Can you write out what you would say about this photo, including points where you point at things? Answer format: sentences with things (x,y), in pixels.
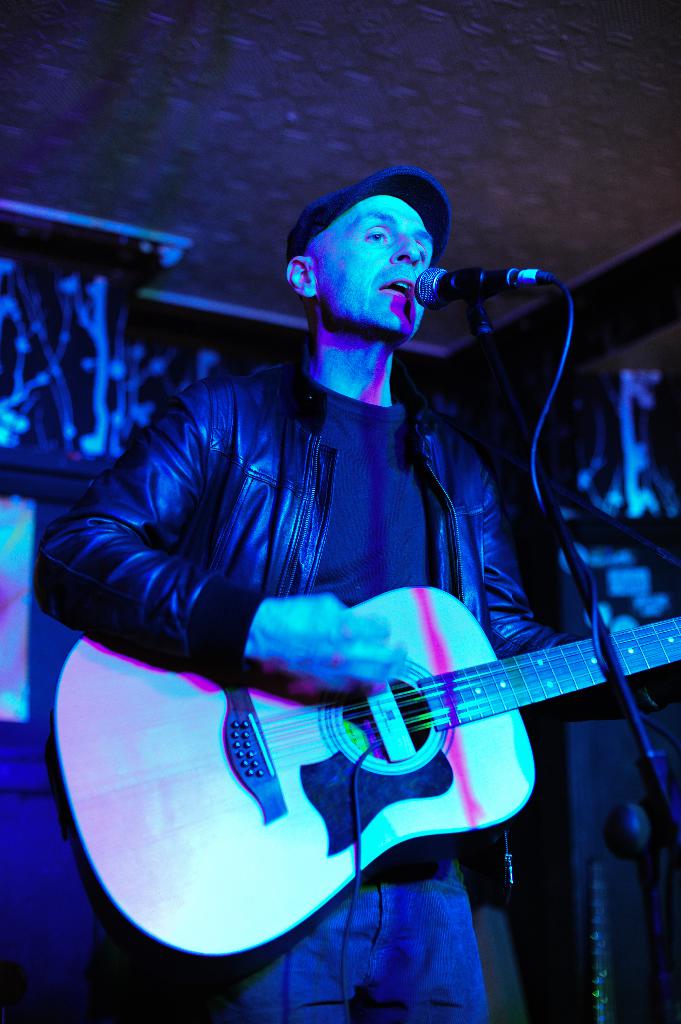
This person (339,667) standing and playing guitar (482,725) and singing, in front of this person (328,576) there is a microphone (527,282) with stand (645,857). On the background (28,510) we can see wall (40,829).
